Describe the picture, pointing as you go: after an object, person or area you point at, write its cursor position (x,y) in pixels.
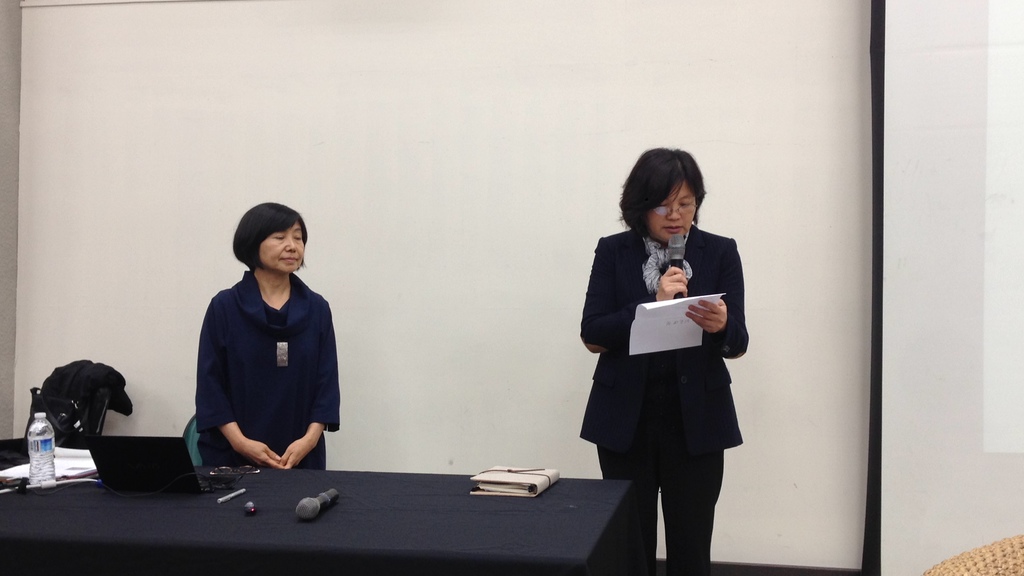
In this image on the right (687,378) a lady (681,365) is standing, she is holding a paper (660,336) and a mic (680,264). Another lady (263,298) is standing beside her. There is a table (453,517) on the table (303,534) there are mic (303,514), laptop (153,482), bottle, paper (78,460) and few other things (221,497). In the background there is a screen (426,101).
